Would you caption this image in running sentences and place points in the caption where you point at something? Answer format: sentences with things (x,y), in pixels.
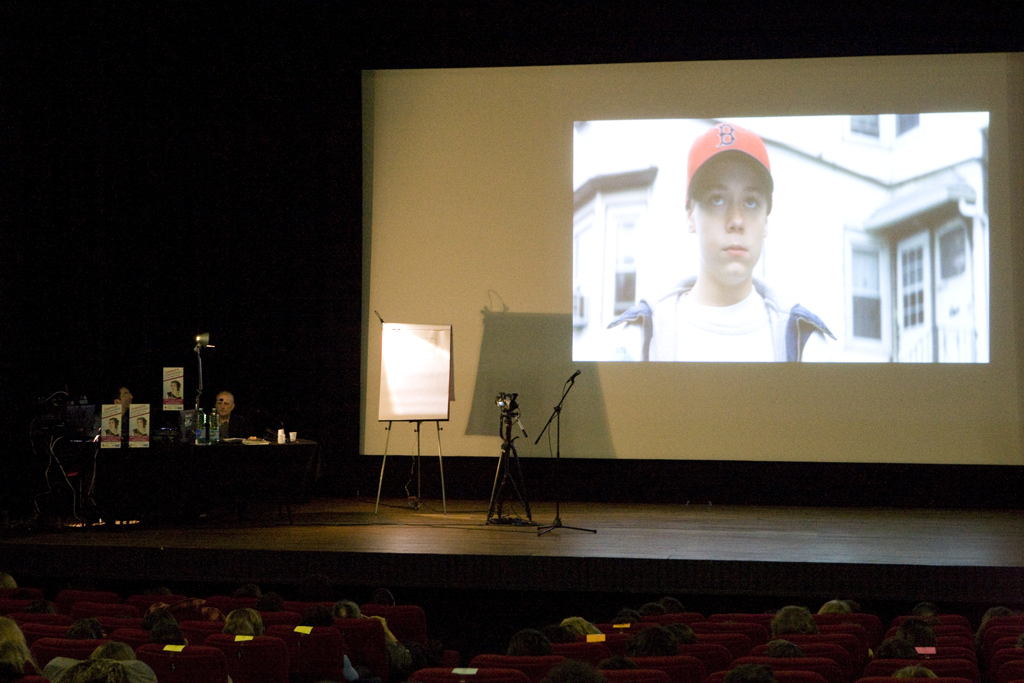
In this picture, we can see there are two people (225,431) are sitting and in front of the people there is a table (198,468) and on the table (200,463) there are some objects (212,428) and group of people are sitting on chairs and on the stage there is a microphone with stand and a tripod stand (505,465). Behind the people (669,644) there is a projector screen (747,277).
